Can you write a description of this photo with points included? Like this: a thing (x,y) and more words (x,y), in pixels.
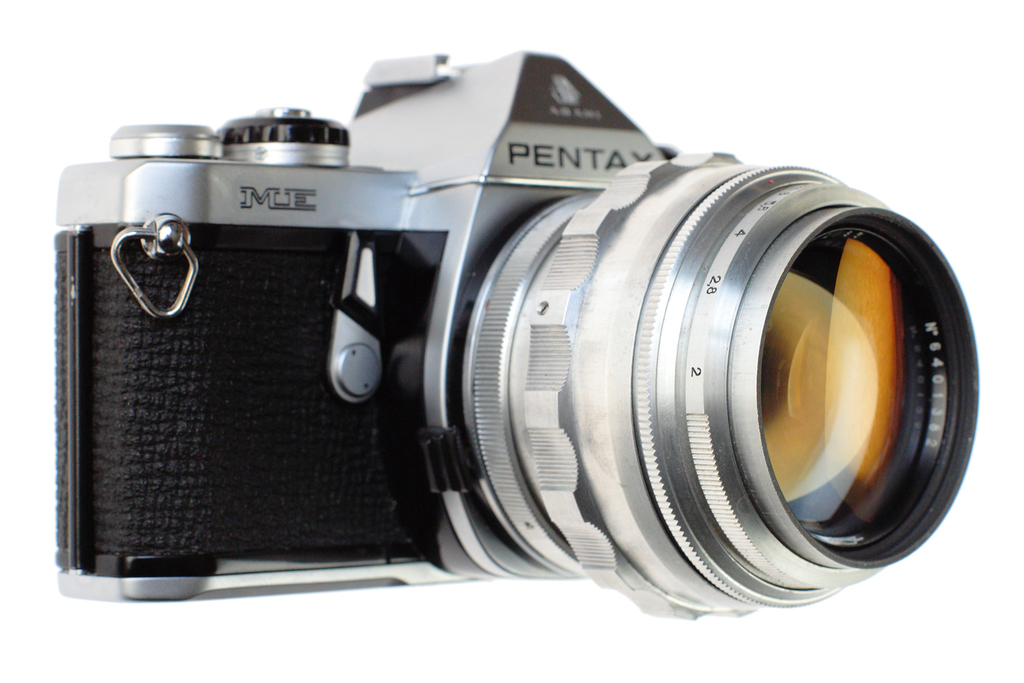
This picture describe about that there is a black and silver camera (448,281) in the image.
